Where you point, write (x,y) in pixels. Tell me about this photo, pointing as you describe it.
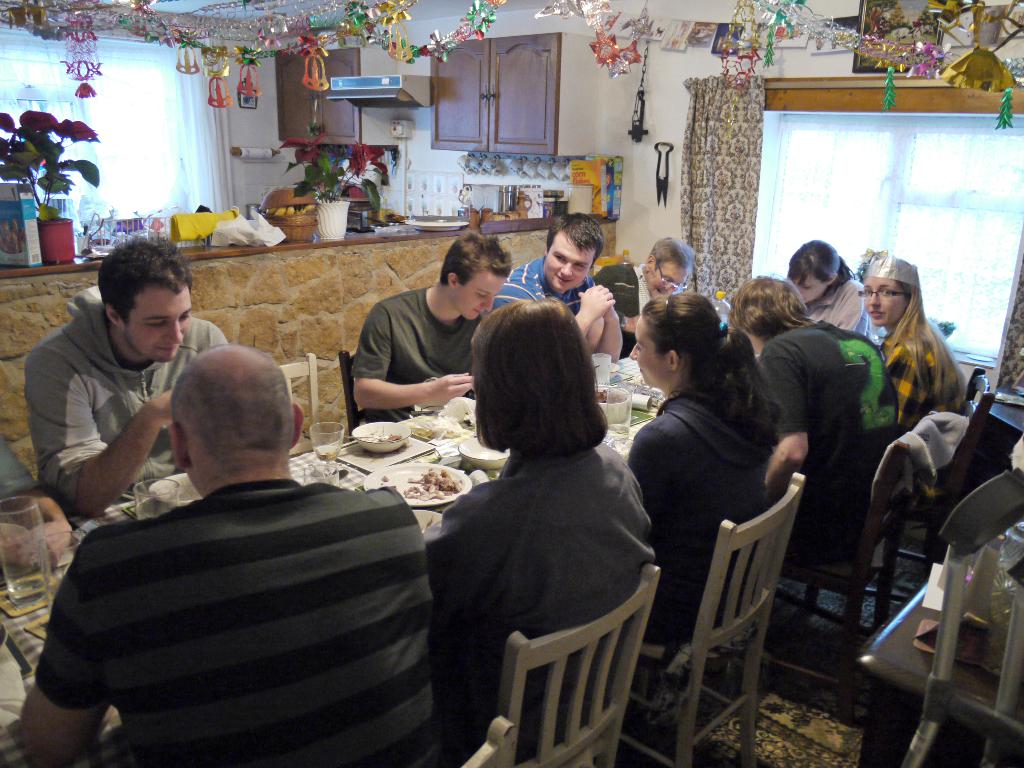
There are many people (406,332) sitting around a table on chairs (719,592). On the right (912,334) end a woman (924,346) is wearing cap (896,271) and specs (883,295). On the table (402,415) there are glasses (332,454), plates (400,475), food items (380,432). In the ceiling (244,19) there are decorative items (342,23). On the right side (898,647) there is a table (882,664). On the background (293,243) there is a table (340,245). On the table (338,243) there are some pots (59,228) with flowers (83,160), boxes (32,229), tissues (262,222), basket (290,223) with some food item (312,210). Also on the wall (496,154) there are cupboards (433,95), stands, plates (432,223), windows (167,142), curtains (193,150) and many other items (509,209) are kept on the table (516,223).
